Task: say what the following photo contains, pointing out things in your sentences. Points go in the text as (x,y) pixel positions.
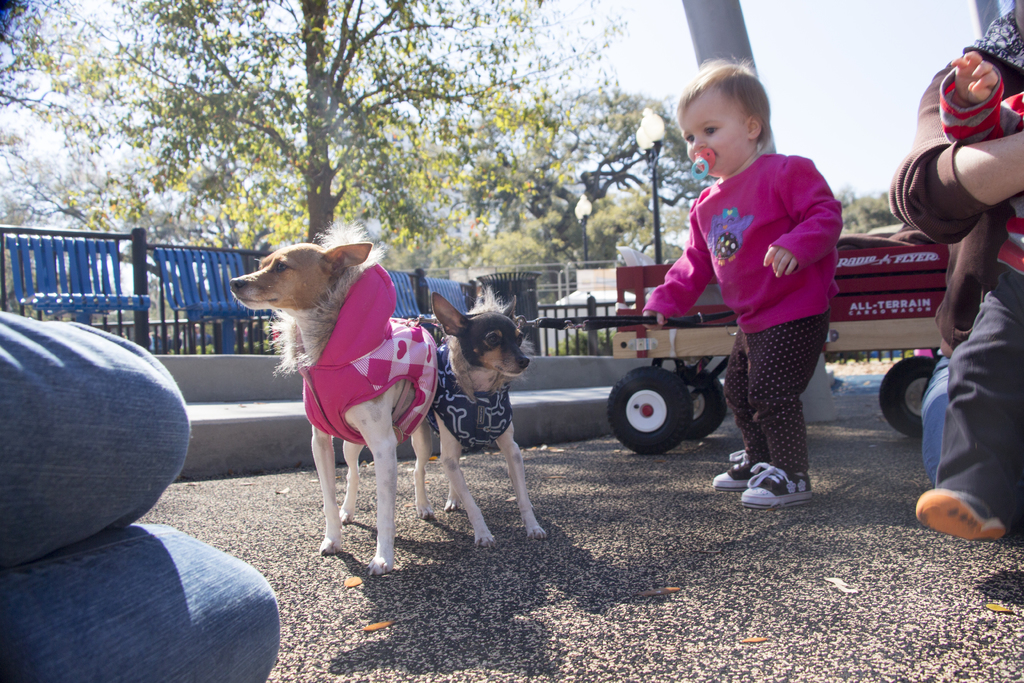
In this image in the center (385,405) there is one boy (722,234) who is walking, and there are two dogs (468,410). On the right side (955,335) and left side (121,497) there are two persons (103,495) and one person (947,217) is holding a baby (965,103), in the background (42,247) there are chairs (405,278), railing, pole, lights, trees (600,150) and some other objects (526,304). At the bottom (582,566) there is road (726,565).
